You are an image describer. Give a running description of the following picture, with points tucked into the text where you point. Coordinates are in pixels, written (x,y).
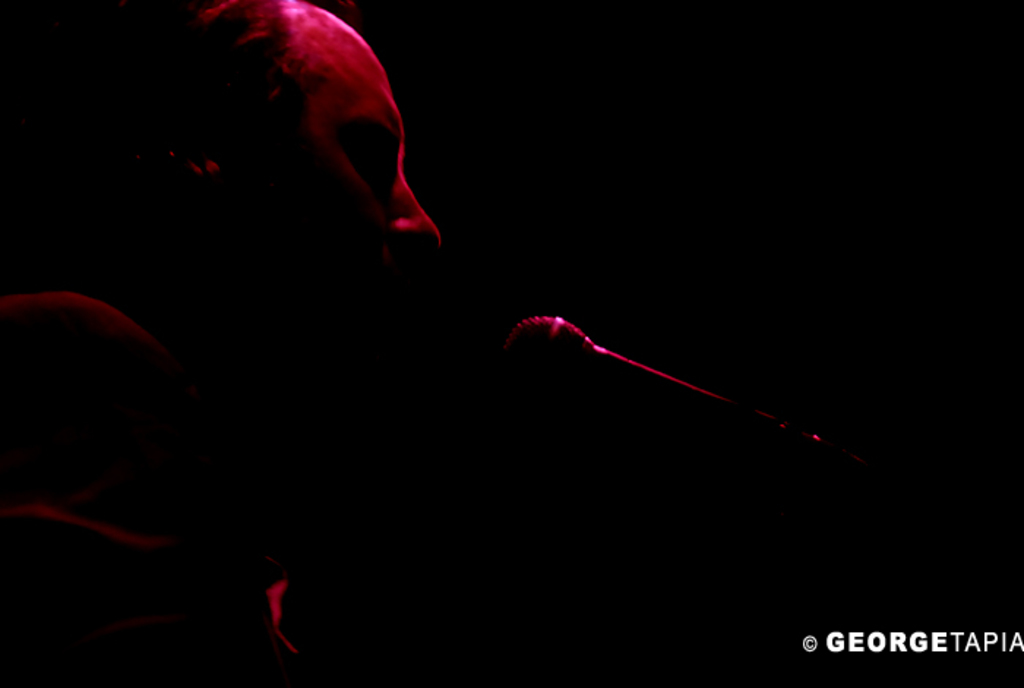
This image is taken dark. On the left side of the image (202,54) I can see a person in front of a mike (610,380). In the right bottom corner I can see some text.
